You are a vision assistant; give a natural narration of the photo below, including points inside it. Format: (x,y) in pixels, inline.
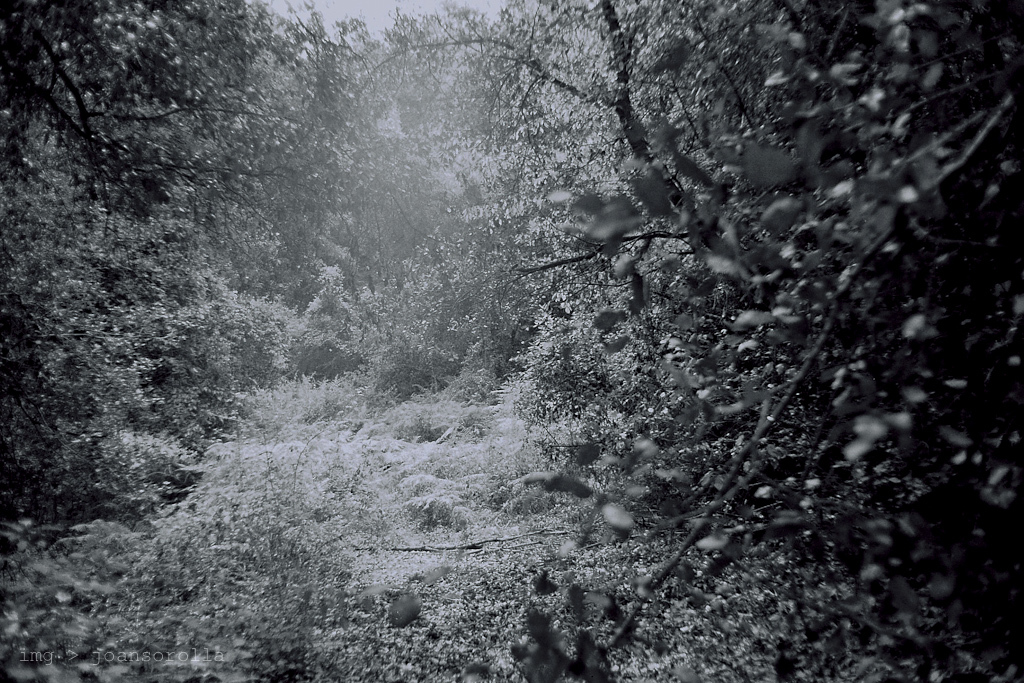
In the image in the center (434,345) we can see trees (50,103), grass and plants (219,533).
